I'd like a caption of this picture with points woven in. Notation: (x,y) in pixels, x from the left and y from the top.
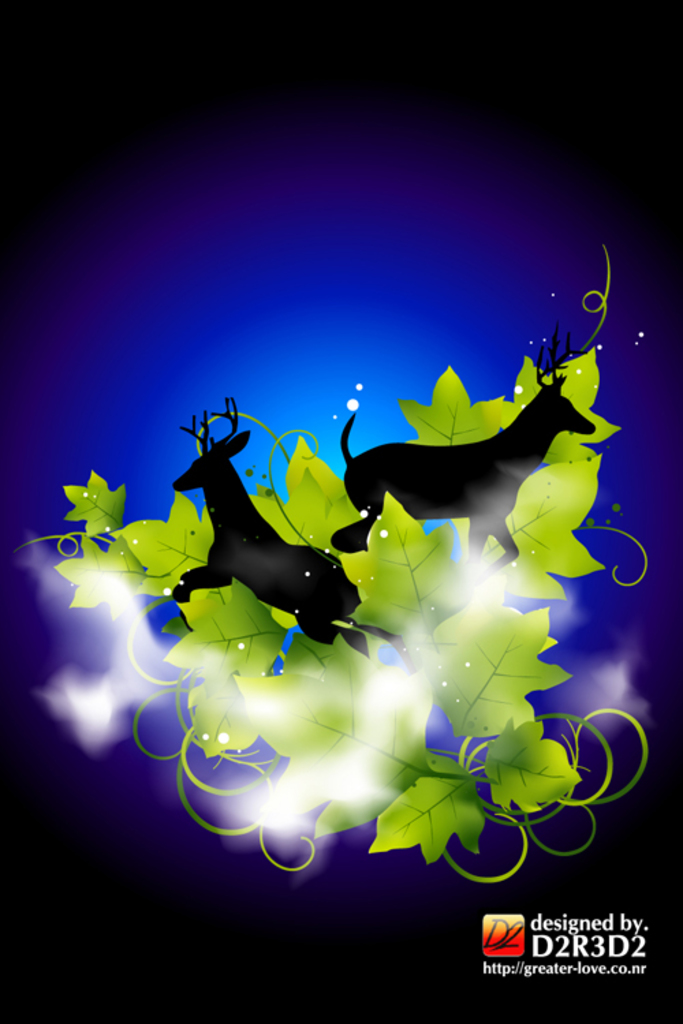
In this image we can see a poster (283,571), on the poster (293,544), we can see the leaves (273,625), animals (312,588) and the background (616,310) is dark, at the bottom of the image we can see the text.
